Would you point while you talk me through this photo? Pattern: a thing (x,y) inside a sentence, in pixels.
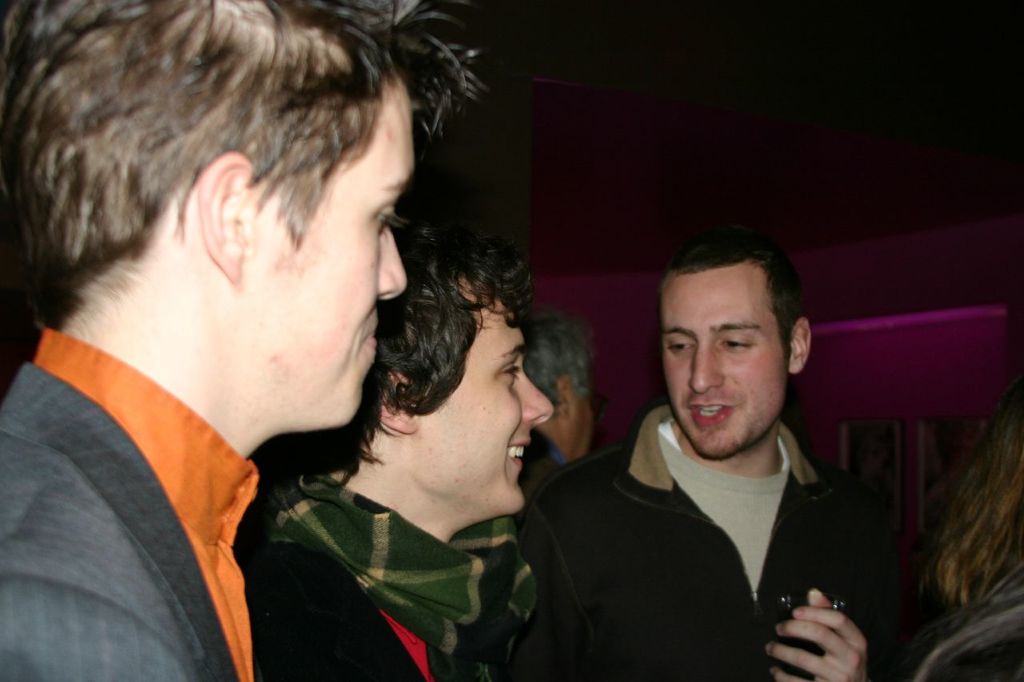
In this image we can see a group of people (736,361) standing. One person (719,340) is holding a glass (784,609) in his hand (819,634). On the right side of the image (900,448) we can see photo frames (882,440) on the wall (873,370).
